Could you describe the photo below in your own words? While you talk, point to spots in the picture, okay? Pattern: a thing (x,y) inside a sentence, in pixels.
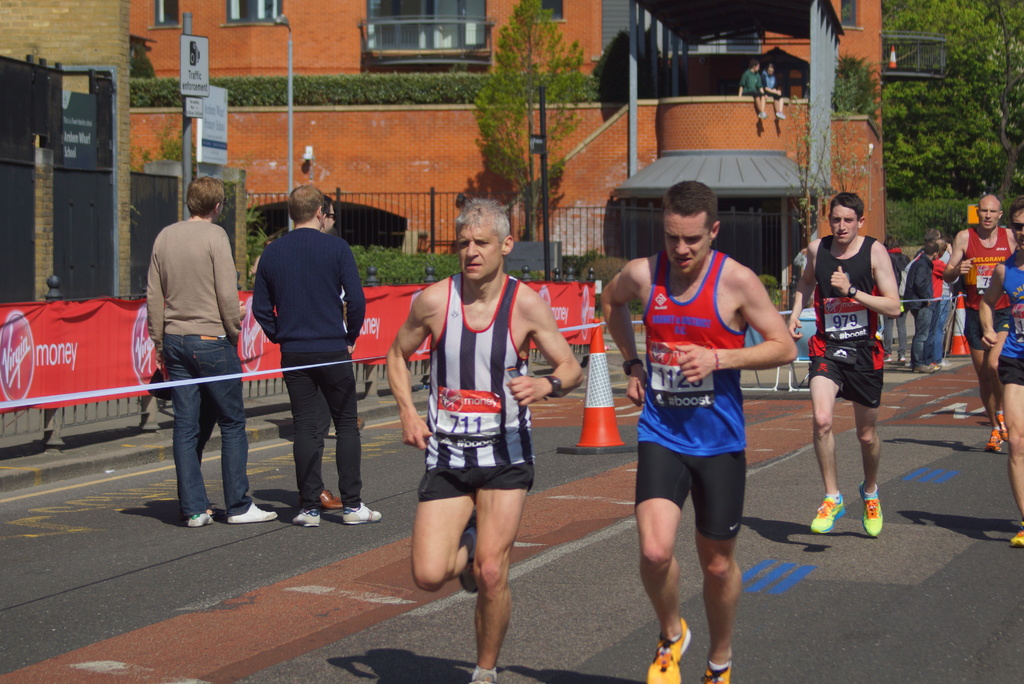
In this image in the center (448,404) there are some people (656,360) who are running, and there are some people (931,264) standing and there is a tape (243,374) and barricades (590,381) and in the background (608,168) there are buildings (416,168), trees (512,49), poles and some boards (215,158) and plants (355,247). And on the left side of the image (73,340) there is a railing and banner (279,367), at the bottom (308,575) there is walkway (866,565).
